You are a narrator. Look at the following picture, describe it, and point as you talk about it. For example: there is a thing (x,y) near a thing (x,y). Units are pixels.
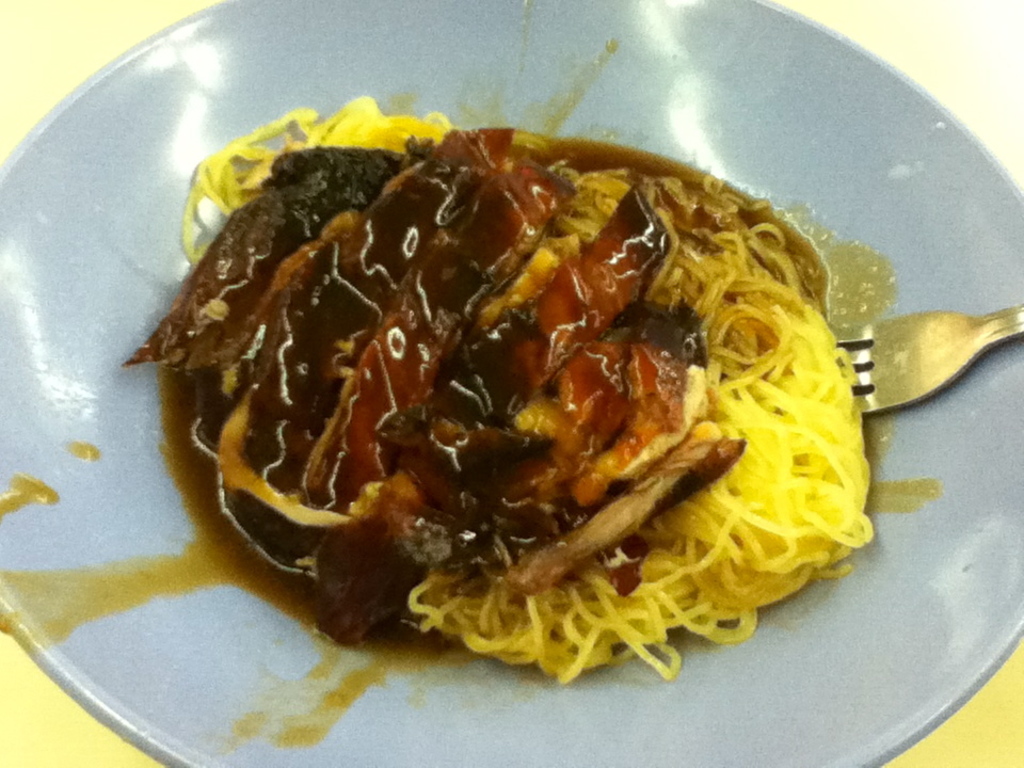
In this picture we can see a plate (811,671) with a fork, food items (516,440) on it and this plate (89,124) is placed on a yellow surface (1021,723).
